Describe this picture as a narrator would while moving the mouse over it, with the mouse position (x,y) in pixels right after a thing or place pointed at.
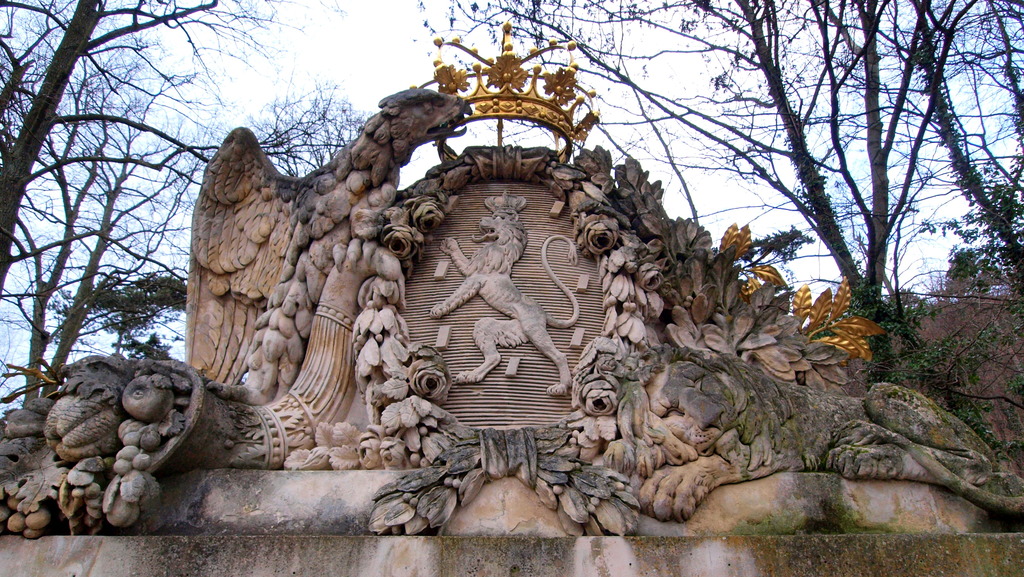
In this picture we can see the stones (447,471) with the craft designs flowers (386,413) and a lion statue (543,348). On the top (454,71) there is a golden color crown (505,105). Behind there are some dry trees (833,99).
